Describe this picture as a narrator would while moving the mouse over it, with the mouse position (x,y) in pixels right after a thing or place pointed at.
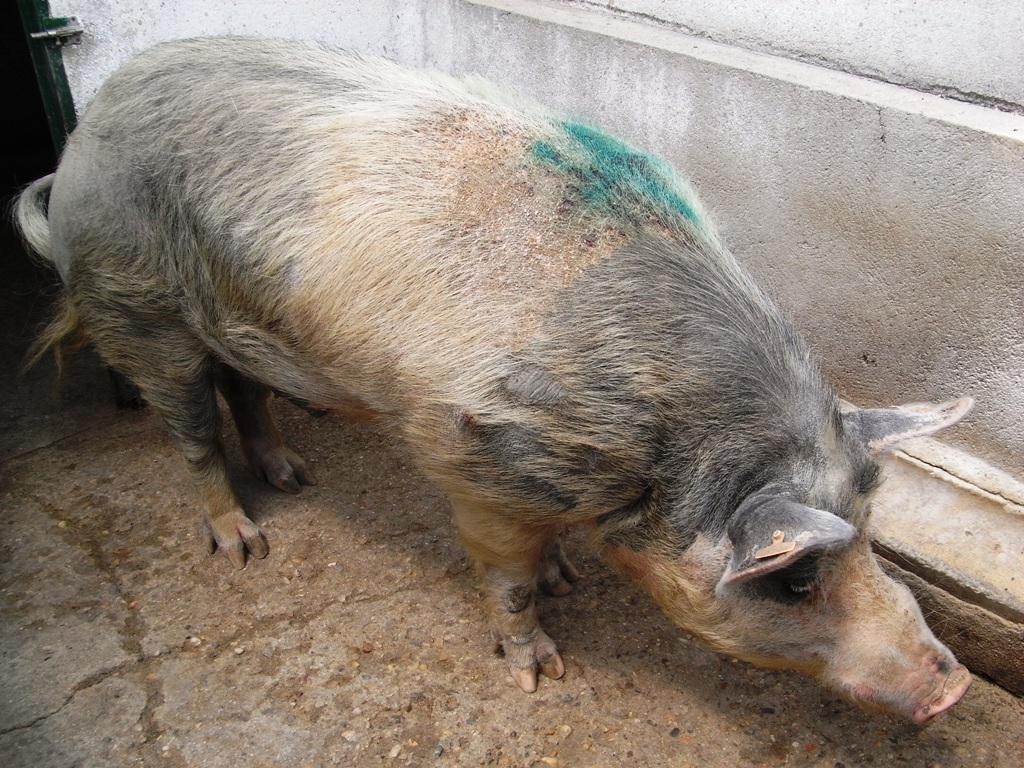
In this image I can see the pig (420,341) which is in brown and black color. To the right (824,103) I can see the wall (541,87).
